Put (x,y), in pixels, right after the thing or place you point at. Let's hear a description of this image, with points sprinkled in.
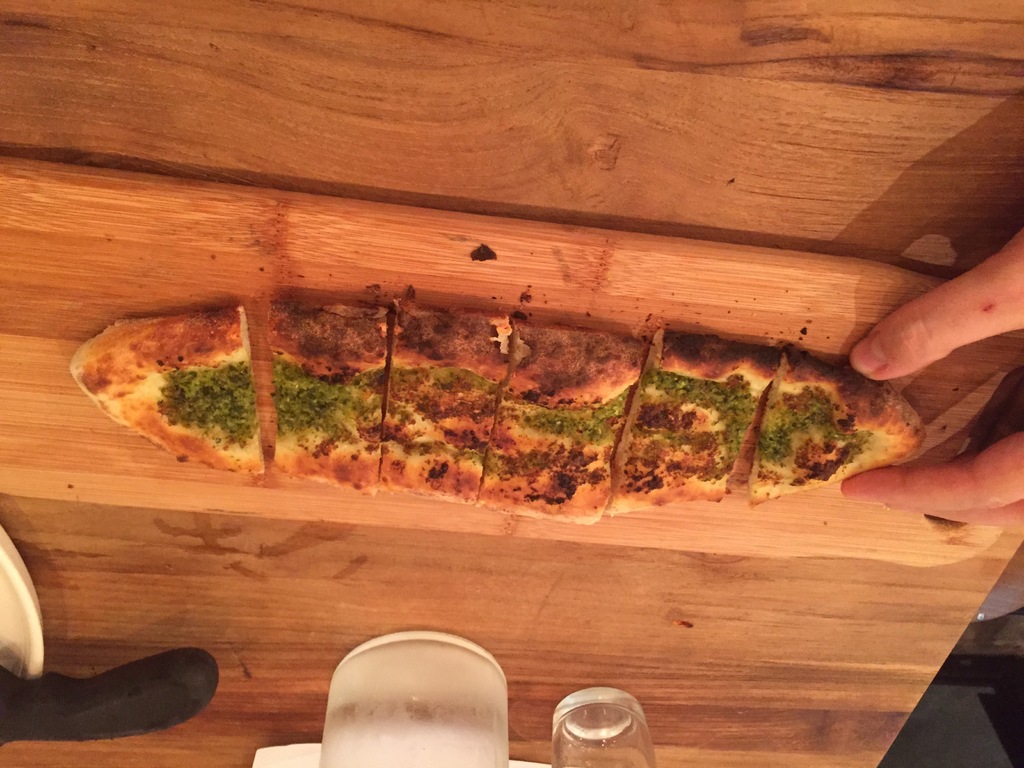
This image consists of a pizza (529,466) kept on a chopping board (49,482) which is made up of wood (5,470). At the bottom (145,712), we can see the glasses (451,762) and a knife (167,691).
